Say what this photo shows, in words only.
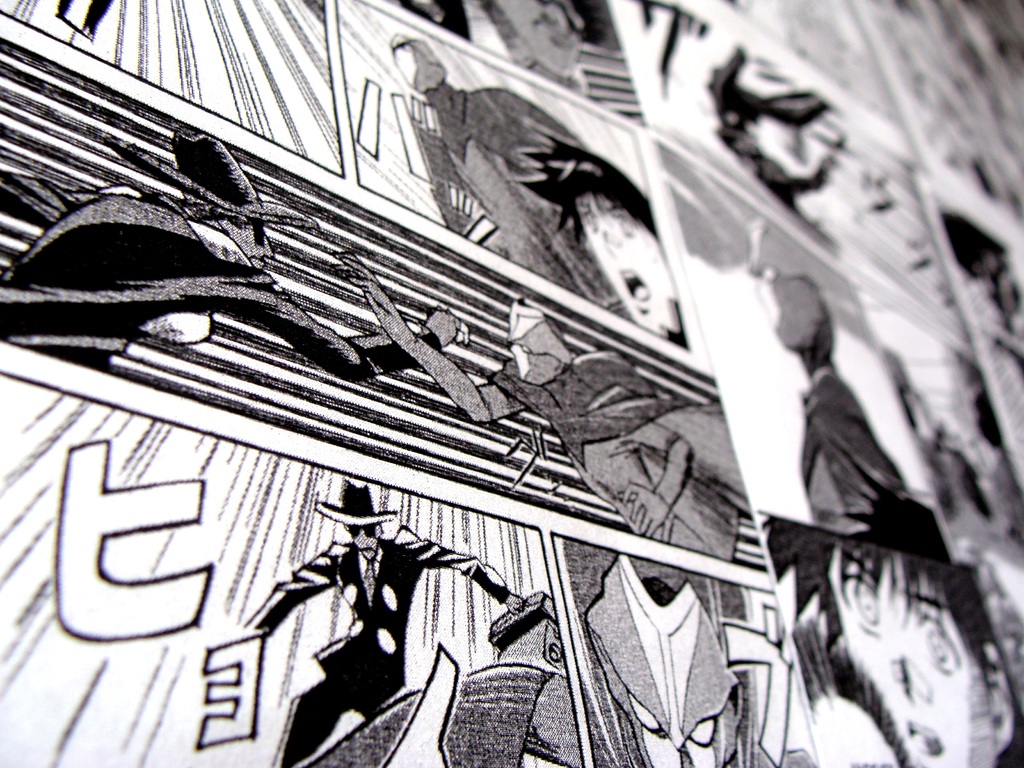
In this image we can see the black and white picture of an animation.
